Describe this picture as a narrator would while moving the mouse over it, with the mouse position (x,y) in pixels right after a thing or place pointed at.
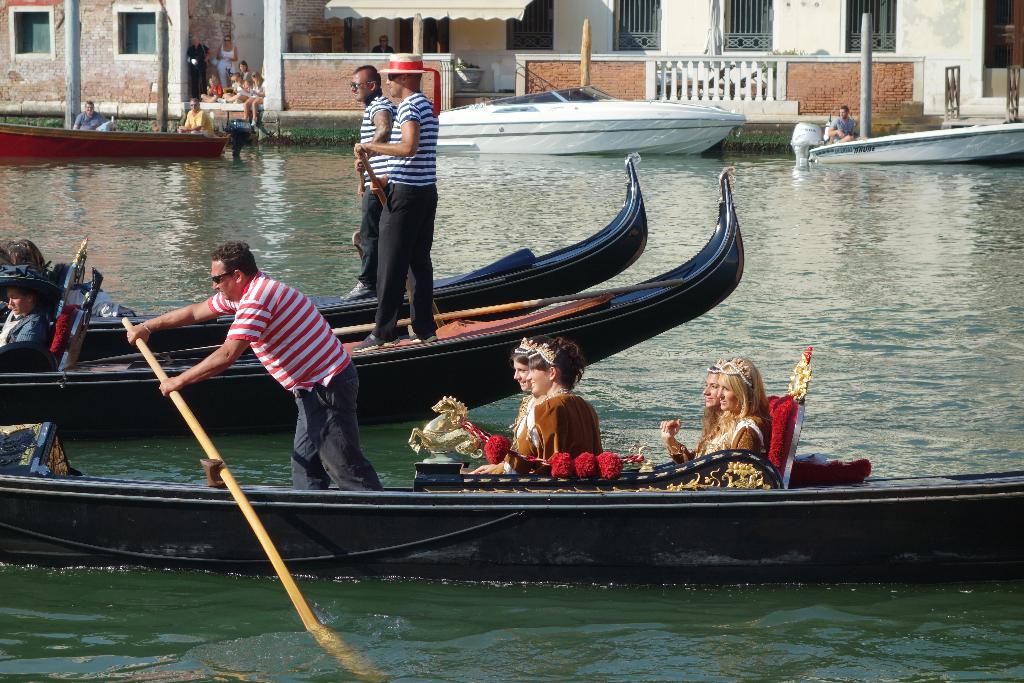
In this image I can see the water (871,285), few boats (839,526) on the water (721,339), few persons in the boats (401,327) and in the background (641,84) I can see few buildings (639,57) and few persons (222,96).
